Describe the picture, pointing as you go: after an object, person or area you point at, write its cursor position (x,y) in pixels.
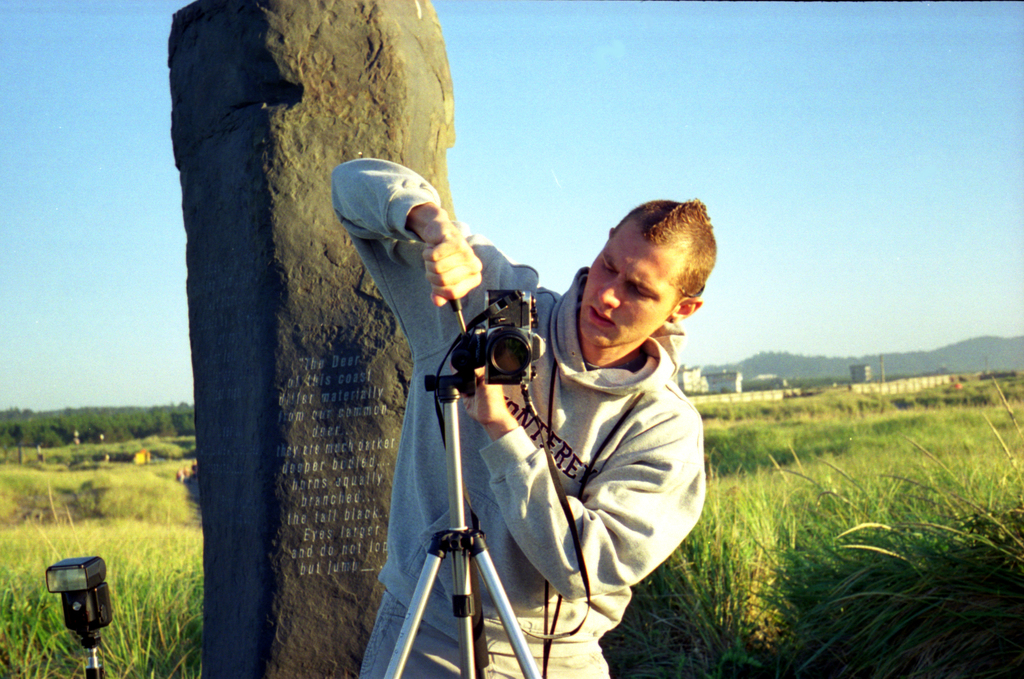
In this image we can see a man (672,530) is holding an object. Here we can see a camera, stand (92,665), stone (194,220), and an object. In the background (834,626) we can see grass (891,452), wall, trees (35,428), houses (720,392), sky (989,319), and other objects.
